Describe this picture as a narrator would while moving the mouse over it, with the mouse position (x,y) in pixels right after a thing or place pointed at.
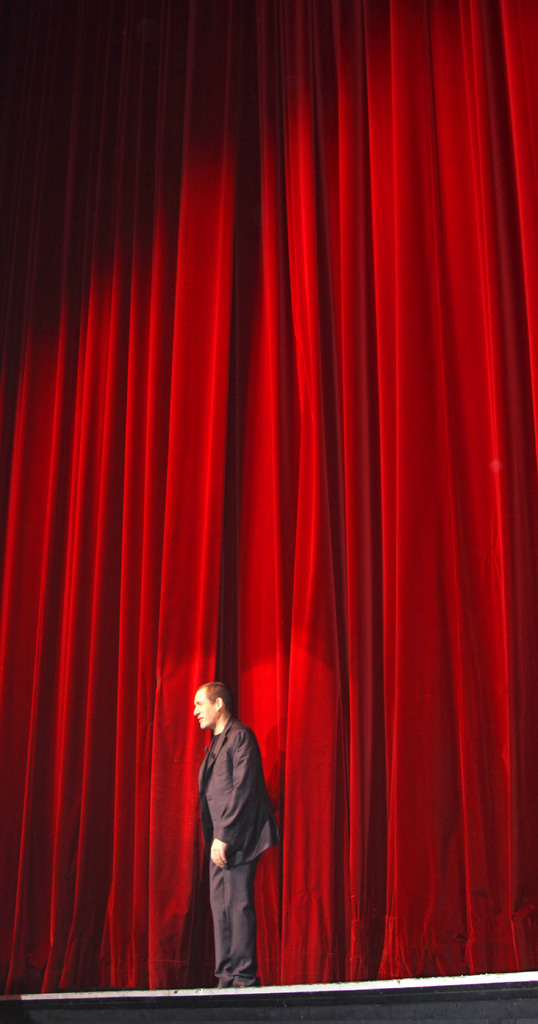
This image is taken indoors. In the background (192,519) there are a few curtains (202,544). At the bottom of the image (289,992) there is a dais (470,992). In the middle of the image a man (242,848) is standing on the dais (236,997).
